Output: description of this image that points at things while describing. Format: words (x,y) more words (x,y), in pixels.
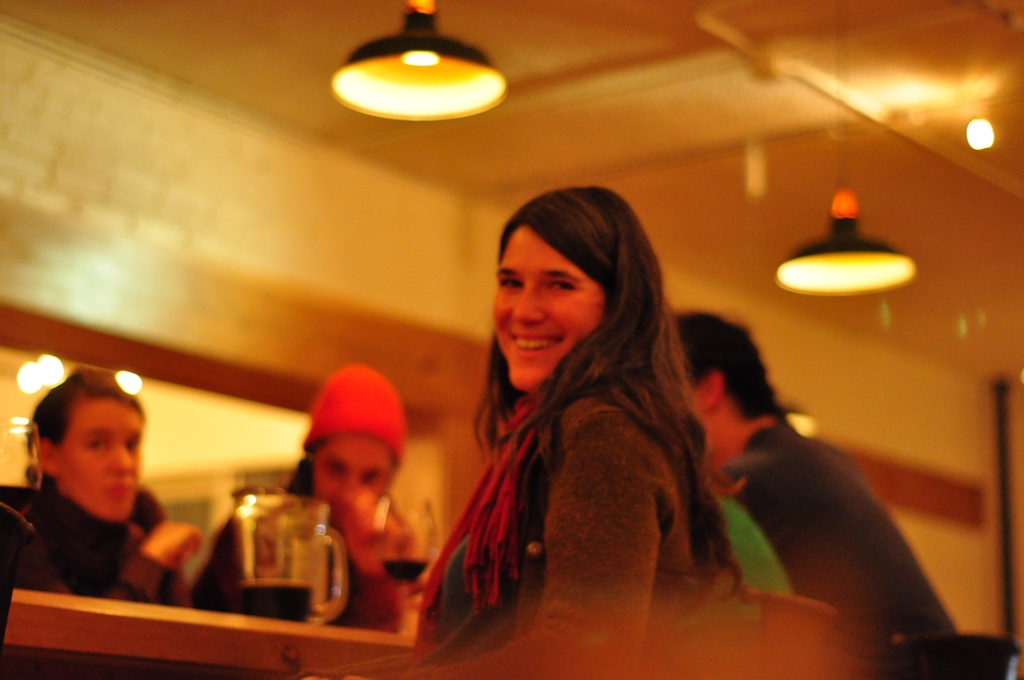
In this image I can see the group of people (467,581) with different color dresses (558,558). In-front of these people (645,507) I can see the jug (253,564) on the table (238,622). In the top (415,85) I can see the lights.
